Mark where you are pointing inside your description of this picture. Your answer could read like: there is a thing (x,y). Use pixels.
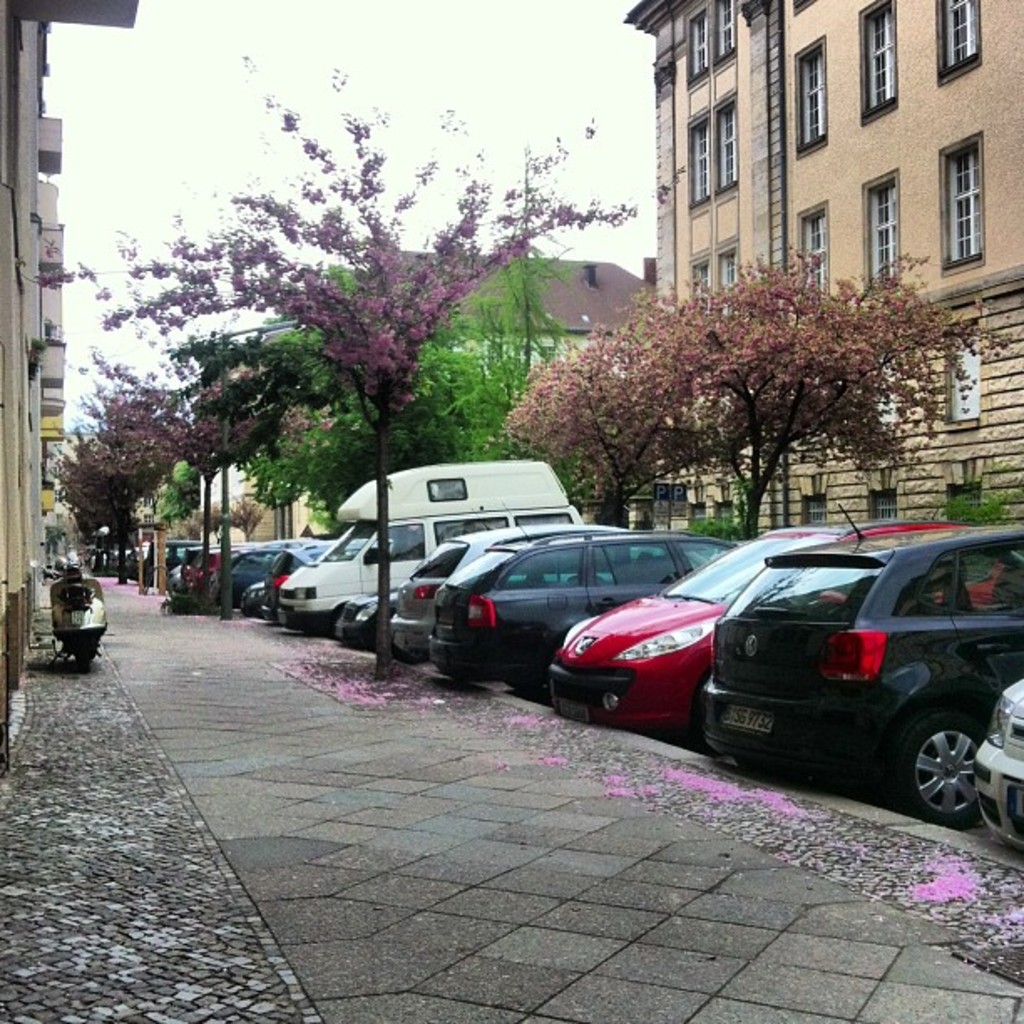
In this image we can see a pavement (67,731). To the left side of the image (50,363) buildings (50,363) are there and one scooter (83,597) is parked. To the right side of the image (769,650) cars (777,650) are parked, trees (548,391) are present and buildings (867,196) are there.
